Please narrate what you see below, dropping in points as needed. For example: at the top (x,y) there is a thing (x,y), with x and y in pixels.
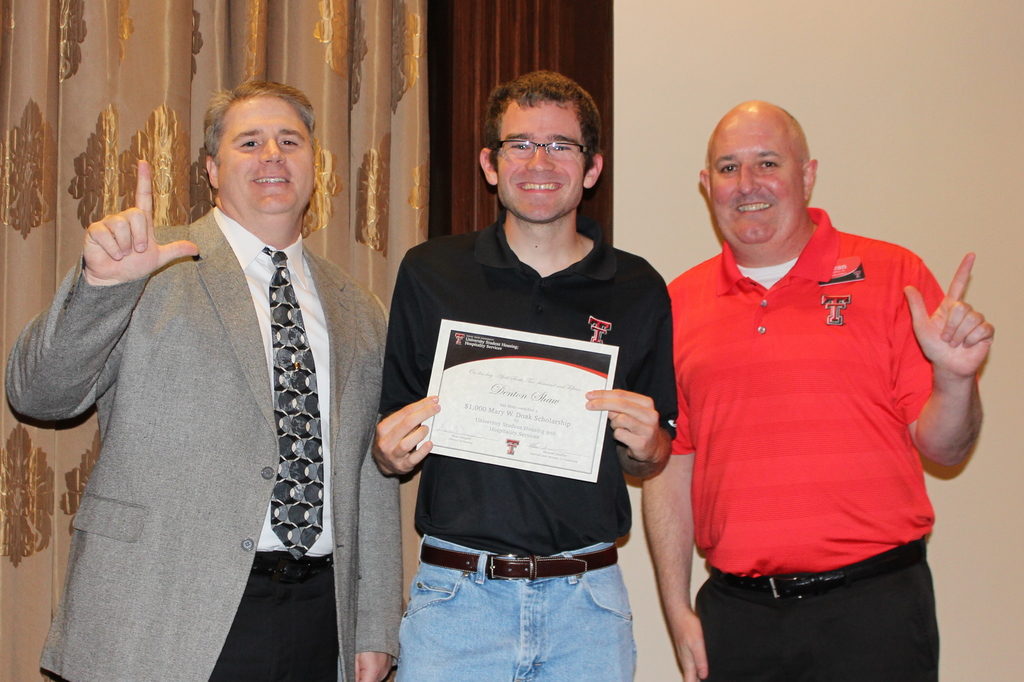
This is the picture of a room (481,283). In this image there are three persons (536,312) standing and smiling and the person (539,621) with black t-shirt (668,423) is holding the paper (593,390). At the back (131,111) there is a curtain (306,89) and there is a wall (660,70).
